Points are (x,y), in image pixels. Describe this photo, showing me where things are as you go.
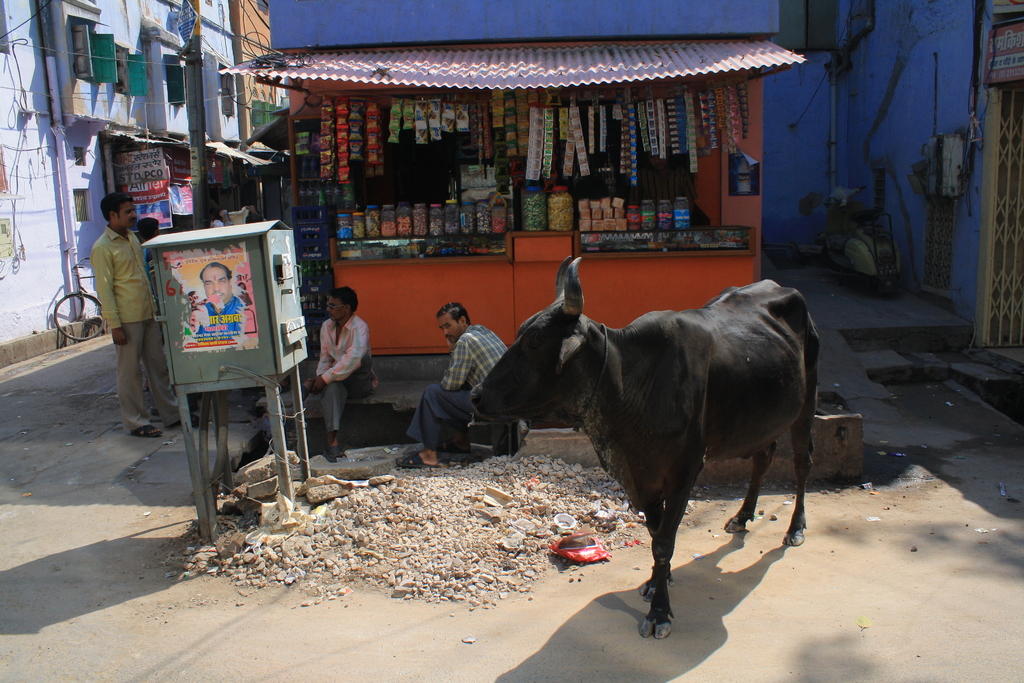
In this image, I can see a cow (661,404), two persons (337,352) sitting and two persons (123,280) standing. There is a shop (695,140) with food packets (341,169). On the left side of the image (70,215), I can see the buildings (167,82) with windows (184,71), current pole (199,60) and a bicycle (76,294). In front of the shop (310,296), I can see a metal box (248,377) with stand (288,469) and there are rocks (477,499). On the right side of the image (873,276), I can see a motorbike (897,267) which is parked, iron grilles (1006,231), name board (1009,74) and an object (947,134) attached to the building wall (964,43).
